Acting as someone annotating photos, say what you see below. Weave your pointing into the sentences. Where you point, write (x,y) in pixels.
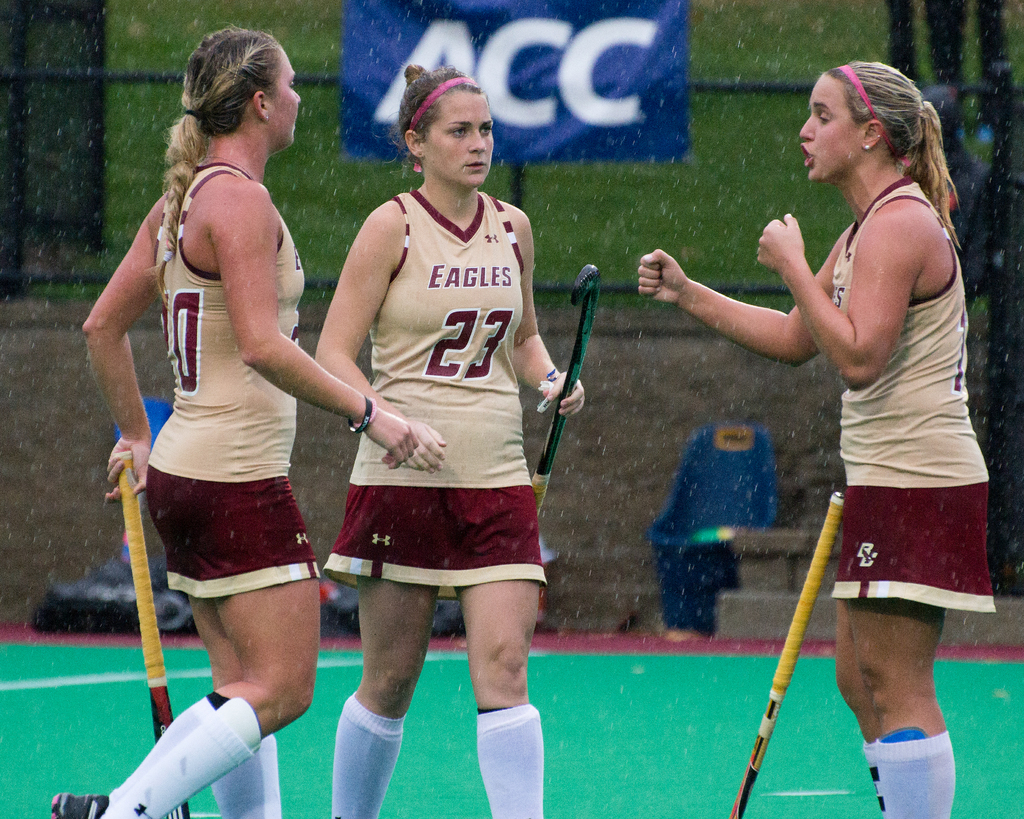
In the image there are three women (965,345) and the woman (831,261) standing on the right side (875,380) is talking something.
